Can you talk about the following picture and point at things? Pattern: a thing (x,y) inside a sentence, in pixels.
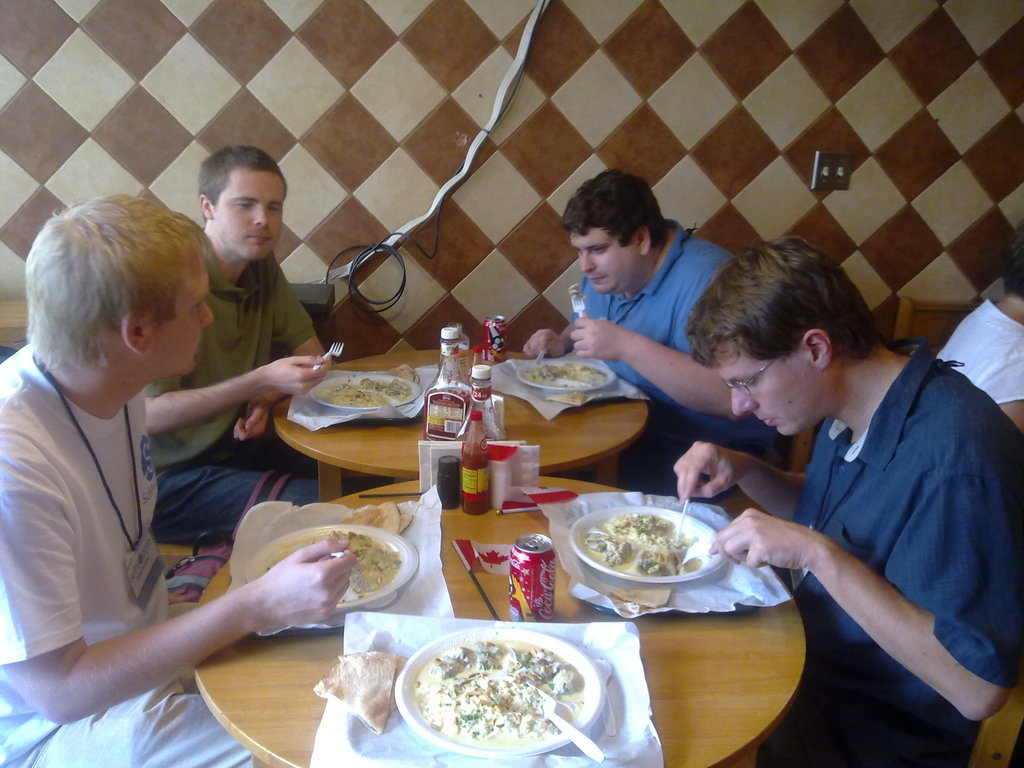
In this image I can see a group of people (194,363) are sitting on a chair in front of a table (450,535) and eating food (500,665). On the table (501,594) we have couple of objects (467,495) like plates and bottles (481,489).
